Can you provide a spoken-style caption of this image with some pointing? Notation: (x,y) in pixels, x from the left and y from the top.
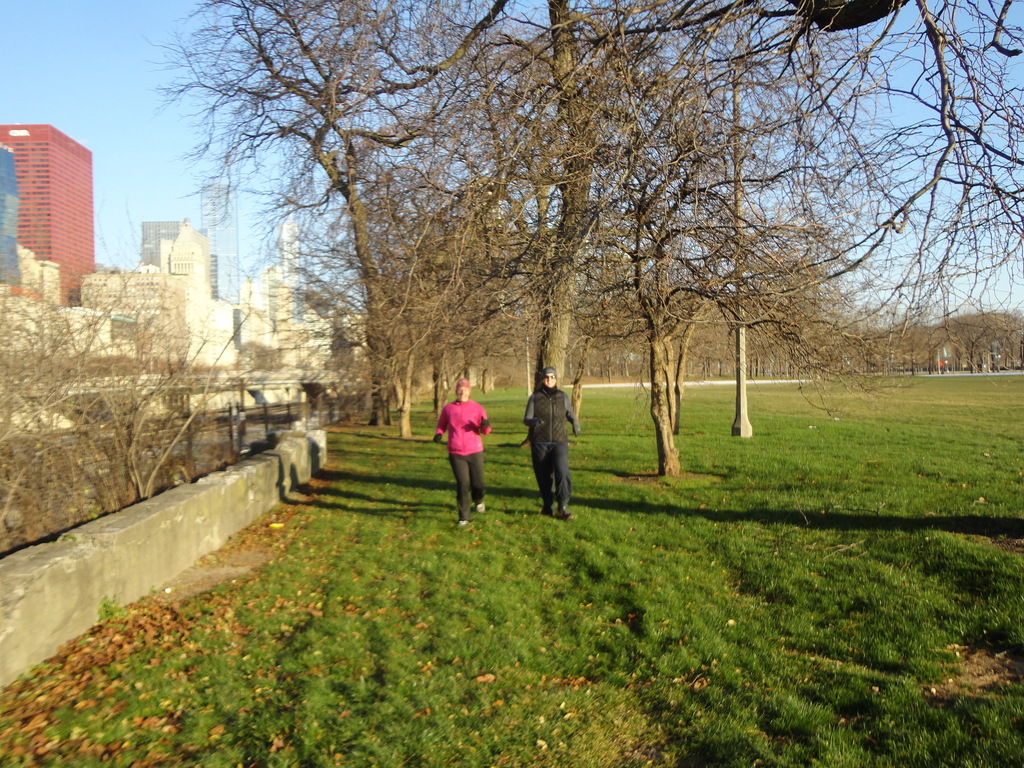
In this image I see 2 persons (534,429) over here and I see the green grass (938,419). In the background (325,59) I see number of trees (651,366), buildings (299,359) and the blue sky (133,112).
